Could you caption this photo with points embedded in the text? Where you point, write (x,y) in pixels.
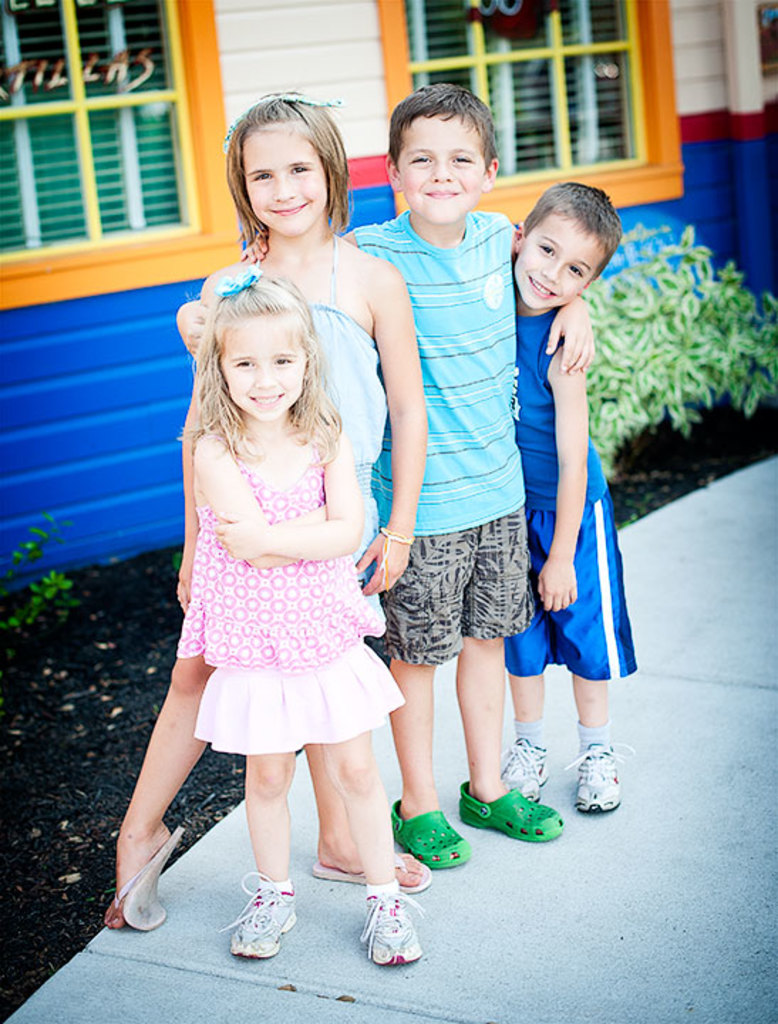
In this picture, we see two girls (278,333) and two boys (413,278) are standing. They are smiling and they might be posing for the photo. At the bottom (466,926), we see the pavement (630,872). Behind them, we see the plants (663,381) and the soil (129,674). In the background (271,55), we see a building (280,72) in white and blue color and we even see the windows (44,56). This picture is blurred in the background (52,367).
